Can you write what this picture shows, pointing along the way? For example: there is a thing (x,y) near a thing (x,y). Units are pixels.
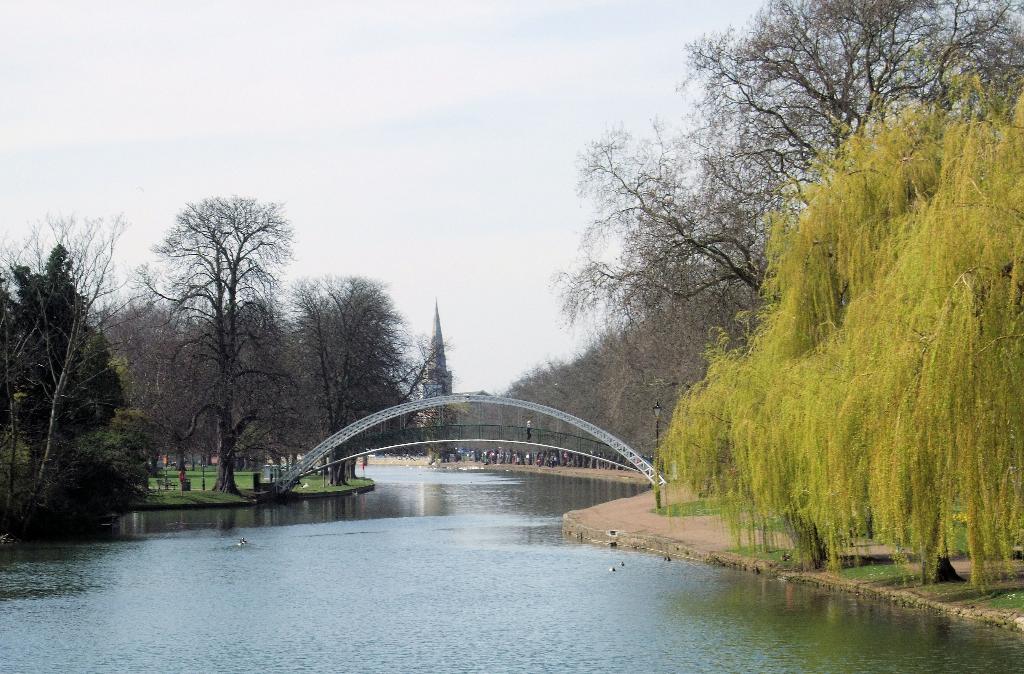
In this picture I can see the water (391,472) in the center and on the both the sides of this picture I can see number of trees (734,329). In the background (318,246) I can see a tower (436,378) and the sky (484,266). On the right side of this picture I can see a light pole (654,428).
